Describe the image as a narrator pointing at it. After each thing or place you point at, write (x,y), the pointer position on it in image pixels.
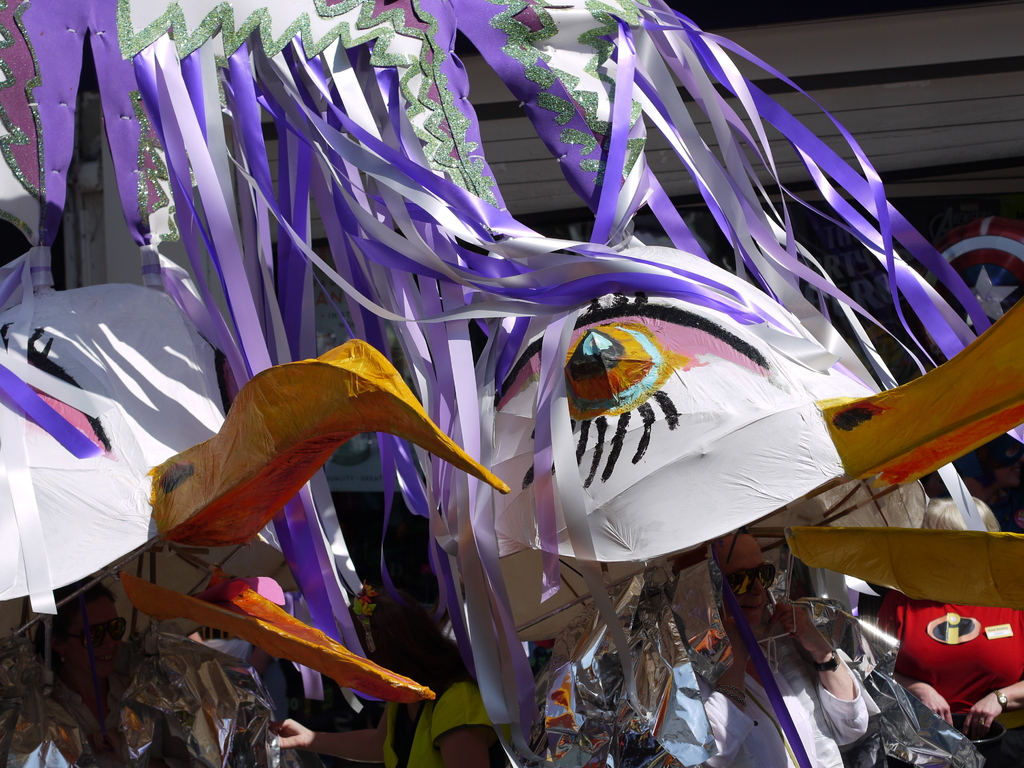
This picture seems to be clicked outside. In the foreground (515,684) we can see the group of persons (817,635) and we can see the depictions (724,442) of some objects (619,355) and the ribbons (360,159). In the background (970,163) we can see some other objects (993,247).
